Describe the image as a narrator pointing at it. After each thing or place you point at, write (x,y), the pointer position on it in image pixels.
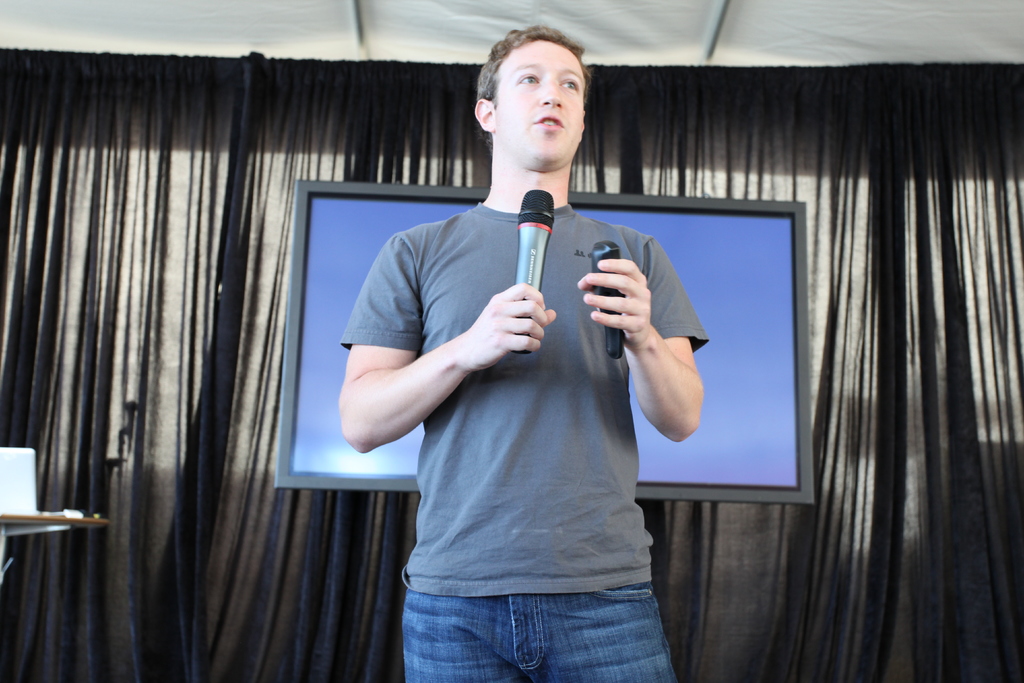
In this image in the center (505,296) there is one man (510,425) who is standing and he is holding a mike (529,204) it seems that he is talking, in the background (221,187) there is a curtain (950,483) and television (326,317).
